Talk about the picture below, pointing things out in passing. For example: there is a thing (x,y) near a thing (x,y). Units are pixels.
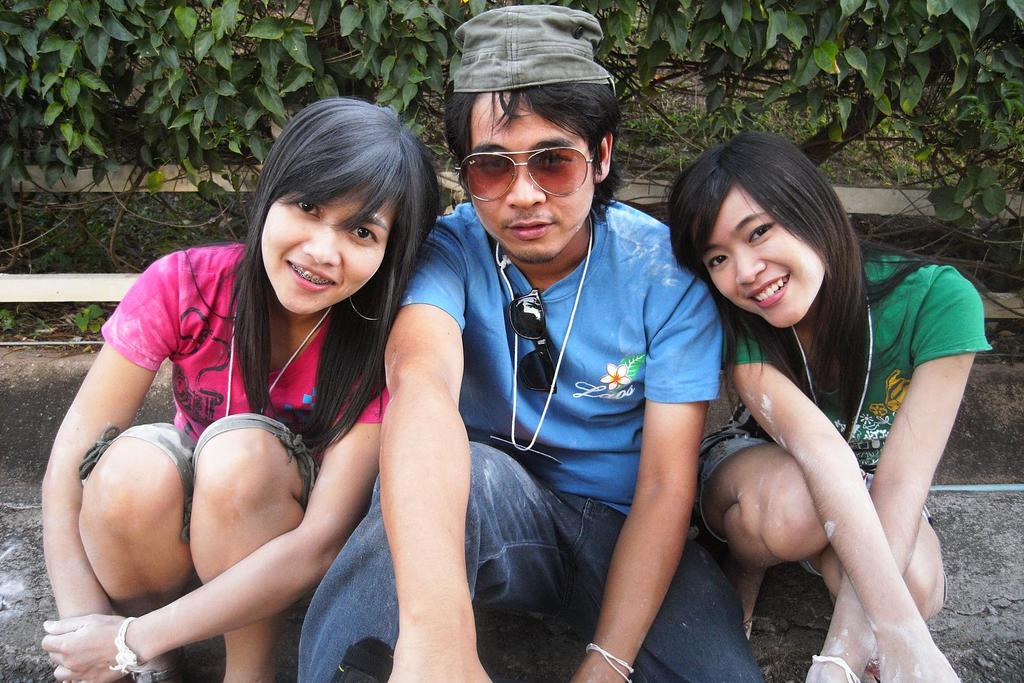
In this image I can see a person (554,402) wearing blue colored dress (550,461) and two women (234,388) are sitting on the ground (524,626). In the background (193,12) I can see few trees (228,104) which are green in color.
